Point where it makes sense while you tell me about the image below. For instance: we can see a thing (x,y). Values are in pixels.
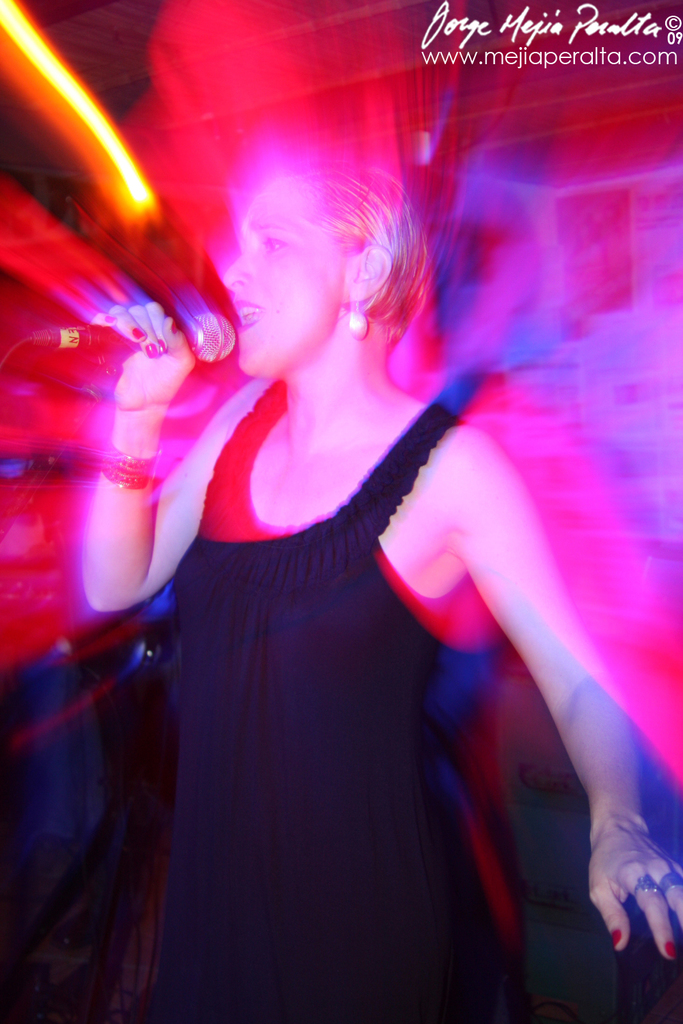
In this picture I can observe a woman (225,747) wearing black color dress (268,638), holding a mic (221,337) in her hand (157,356). She is singing. On the top right side (520,16) I can observe some text (504,43) in this picture. The background (395,34) is completely blurred.
